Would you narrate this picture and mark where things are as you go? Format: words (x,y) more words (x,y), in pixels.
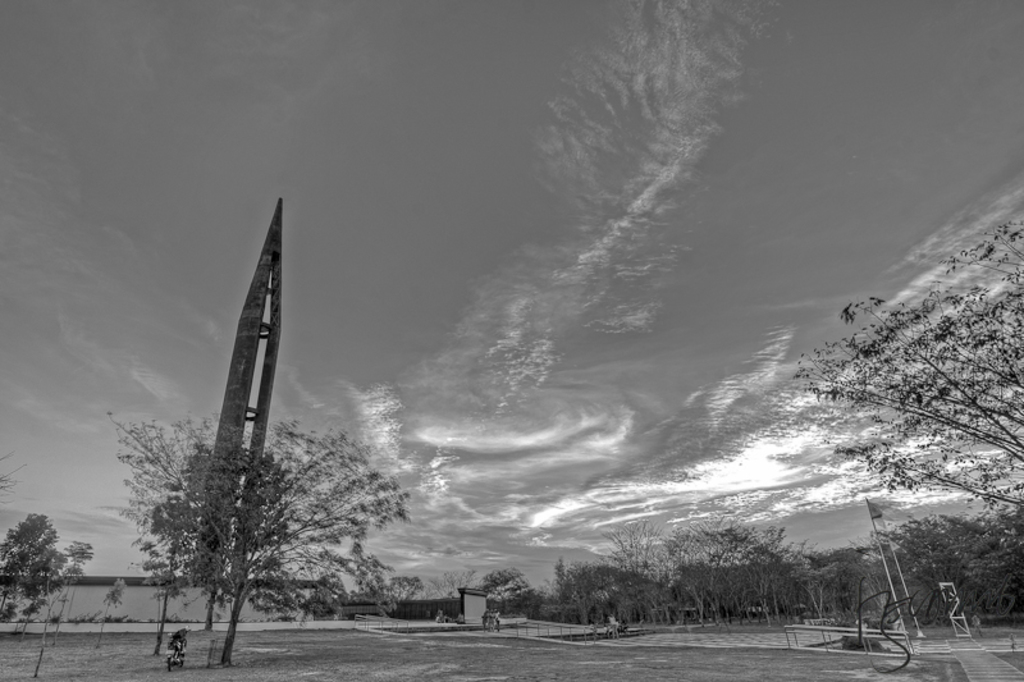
In this picture we can see some trees (811,566), on the right side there are two poles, it looks like a tower (230,377) on the left side (248,380), in the background (146,605) there is a wall (157,611), we can see the sky (524,306) at the top of the picture (470,123).
